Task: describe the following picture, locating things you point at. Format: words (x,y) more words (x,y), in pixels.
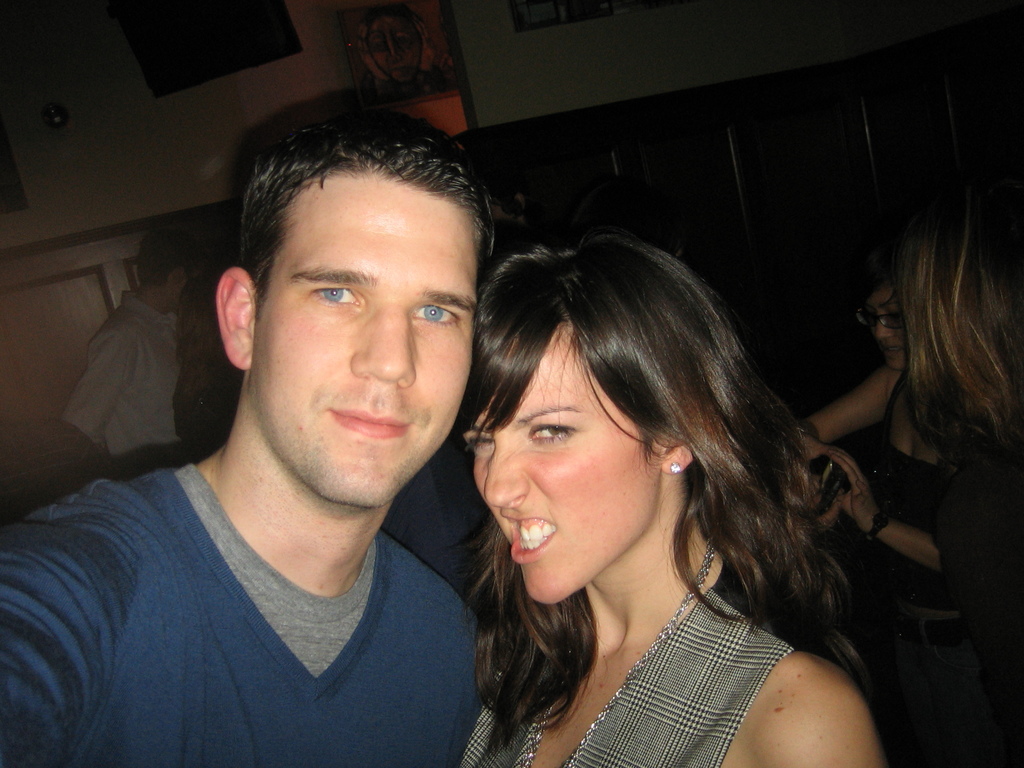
In this image I can see the group of people (404,627) with different color dresses (406,700). In the background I can see the boards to the wall (346,105).
